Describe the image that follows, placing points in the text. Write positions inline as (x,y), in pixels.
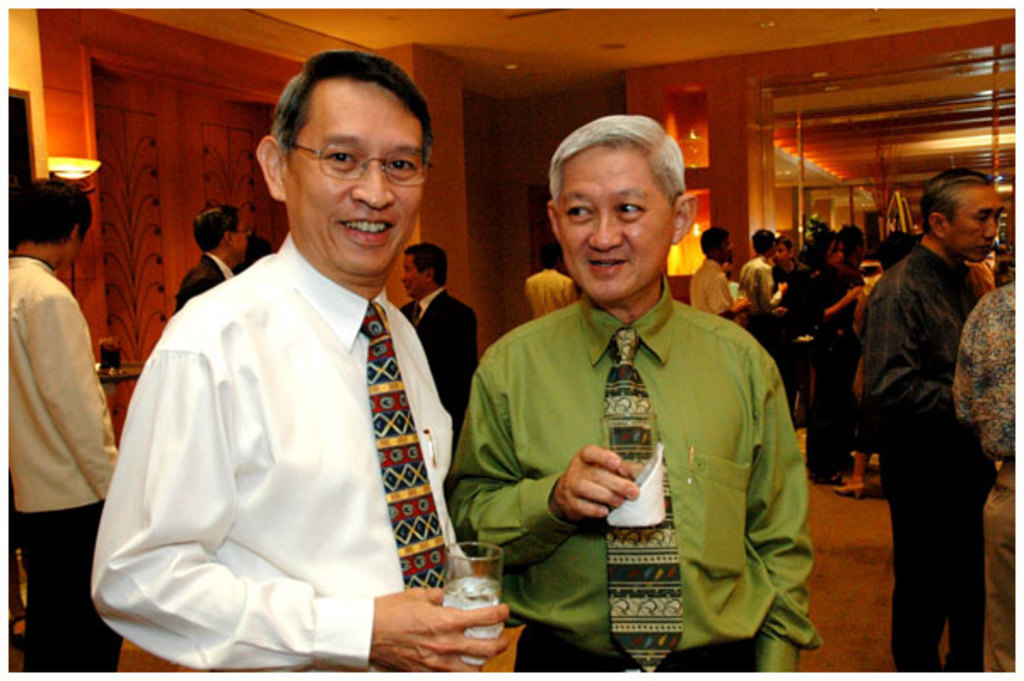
In this picture we can see a man (410,395) holding an object (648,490). There is a person (580,523) holding an object (615,517) in his hand (626,488). We can see a box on the shelf (114,371). There are some lights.
